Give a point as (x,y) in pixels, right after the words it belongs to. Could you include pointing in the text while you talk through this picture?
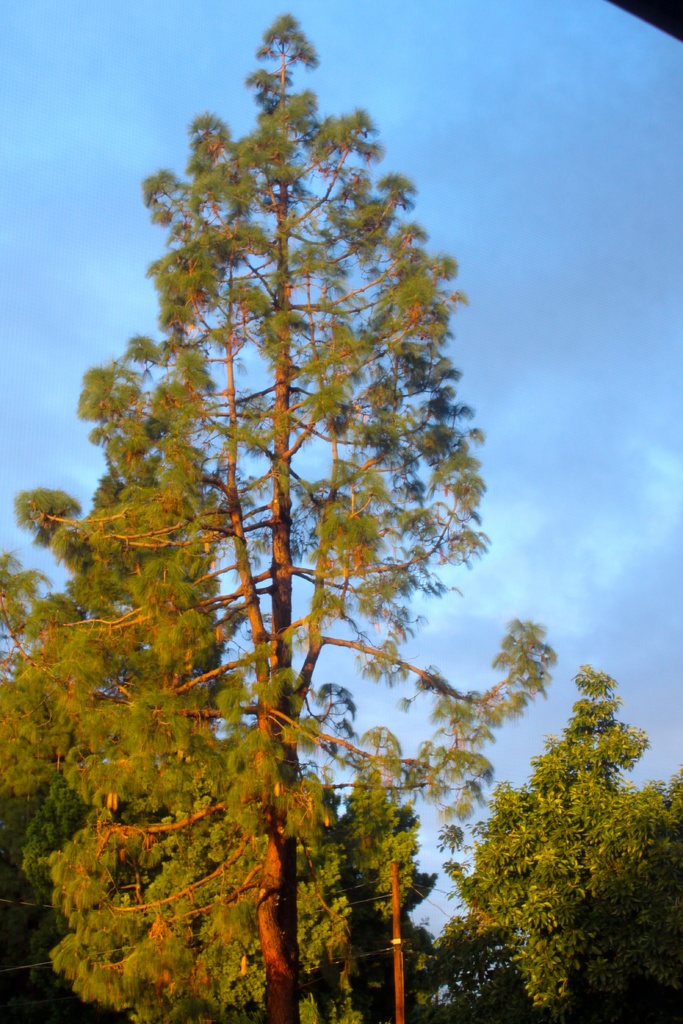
In this image there is the sky (523,383) towards the top of the image (382,199), there are trees (409,416) towards the bottom of the image (381,943), there is a pole (395,902) towards the bottom of the image (396,933), there are wires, there is an object (663,15) towards the top of the image (653,15).
